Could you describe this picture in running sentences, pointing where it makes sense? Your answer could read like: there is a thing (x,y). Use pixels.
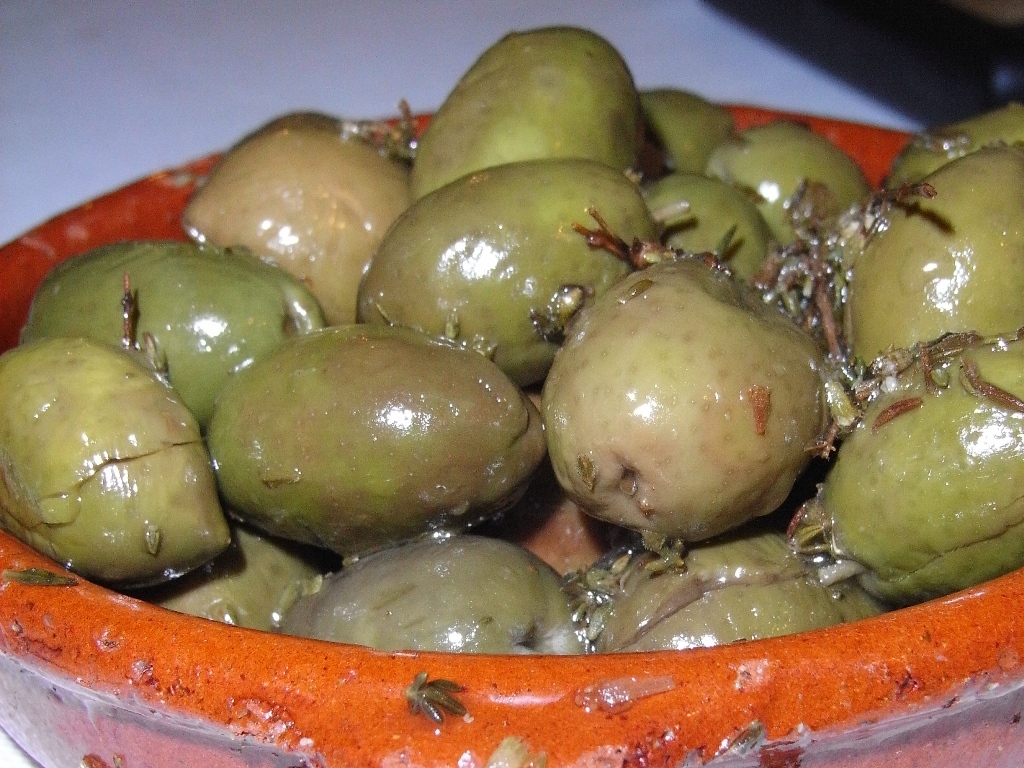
In this image there are fruits (406,318) placed in a bowl (988,588).
